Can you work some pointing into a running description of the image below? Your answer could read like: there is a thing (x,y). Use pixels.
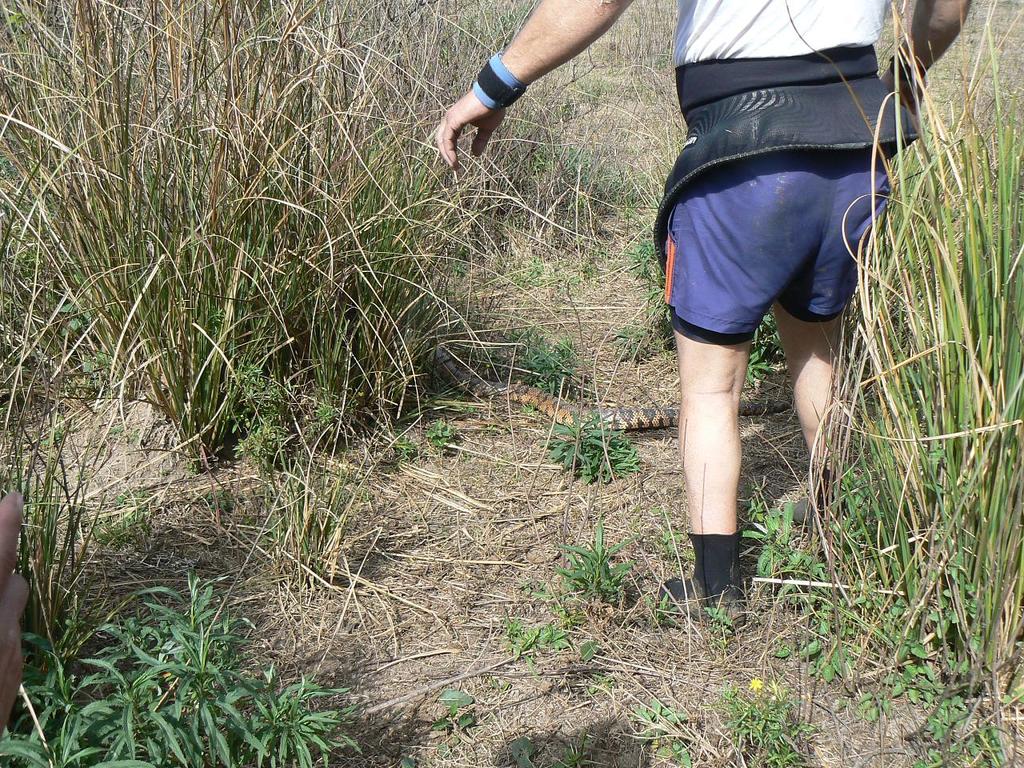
In this picture there is a man (735,533) on the right side of the image (695,151) and there is grassland (566,247) around the area of the image.
